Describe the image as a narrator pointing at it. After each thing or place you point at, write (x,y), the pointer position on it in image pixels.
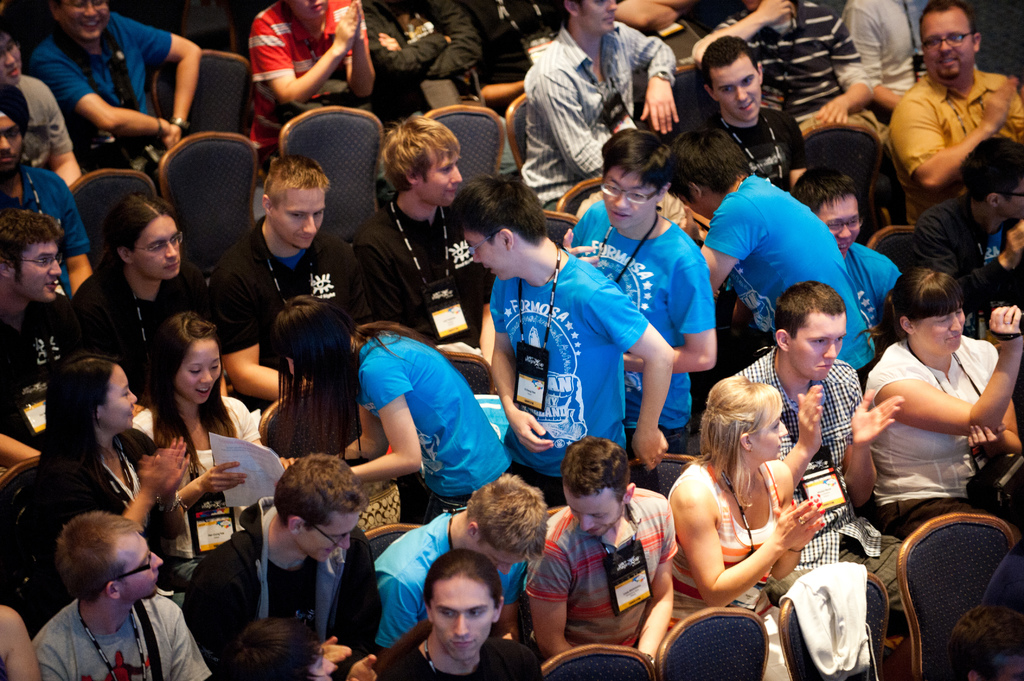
This image is taken indoors. In this image many people (758,445) are sitting on the chairs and a few (660,347) are standing on the floor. At the bottom of the image (750,653) there are four empty chairs (737,664). A few people (221,489) are holding papers (239,490) in their hands (231,475) and a few people (752,535) are clapping their hands (867,429).
